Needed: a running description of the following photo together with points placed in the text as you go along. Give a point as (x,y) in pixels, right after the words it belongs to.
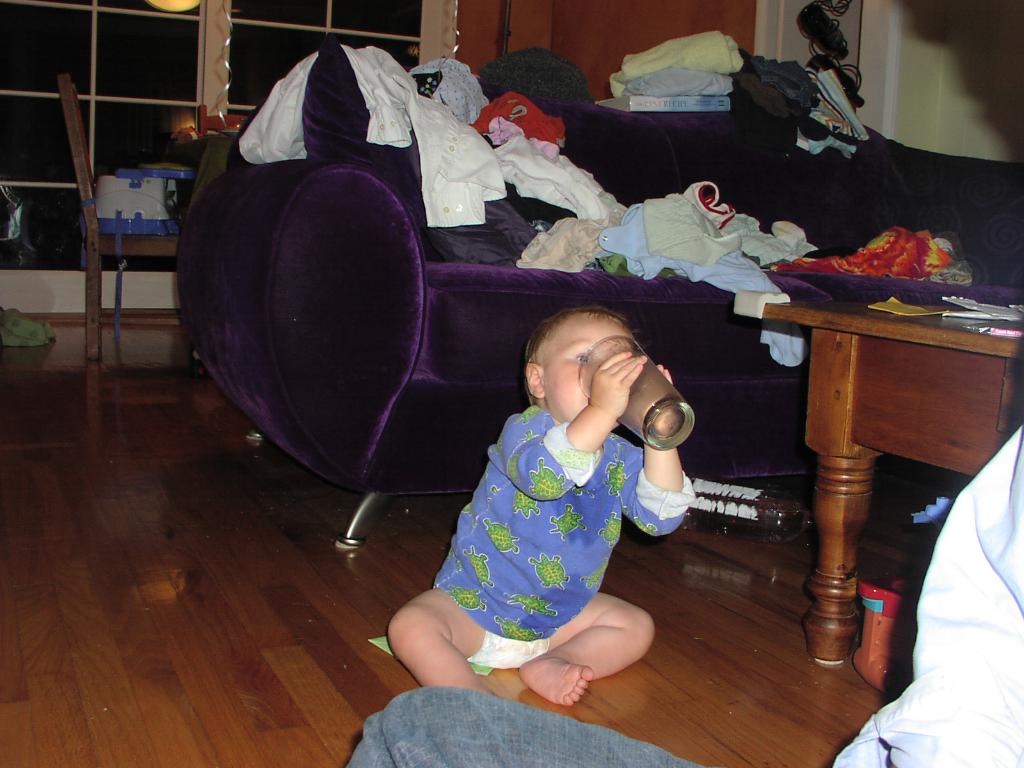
This image is clicked in a room (442,535). There is a table (860,390) on the right side (969,335) where it has some papers (984,324) and there is a kid (587,626) sitting in the middle (520,450) who is drinking something from the glass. He wore blue dress (562,501), there is a sofa (329,191) in the middle of the image (450,451), clothes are placed on the sofa (371,444) and there is a chair (90,333) on the left side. There are Windows (195,64) backside. There is also a book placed on sofa (517,336).
